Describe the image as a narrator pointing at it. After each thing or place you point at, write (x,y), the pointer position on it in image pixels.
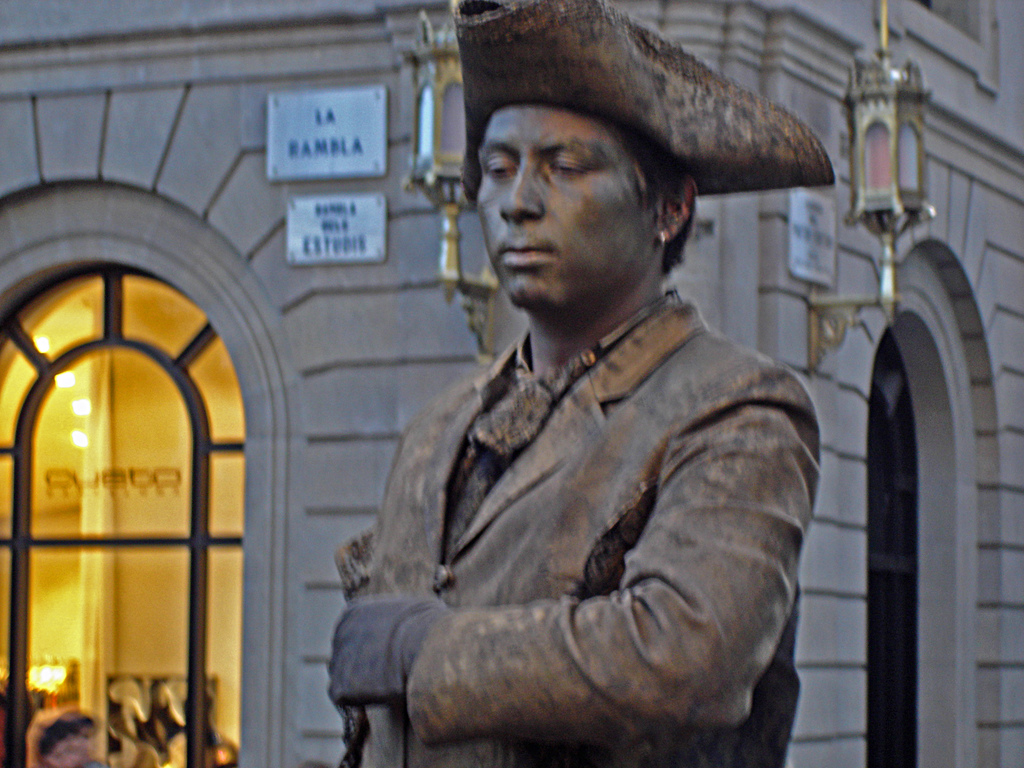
In this image we can see a person (688,367) wearing a hat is standing. On the left side of the image (52,763) we can see some people (87,741), a building (302,577) with some windows (223,333), boards (346,154) with some text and some lights (451,244) on the wall (959,117).
